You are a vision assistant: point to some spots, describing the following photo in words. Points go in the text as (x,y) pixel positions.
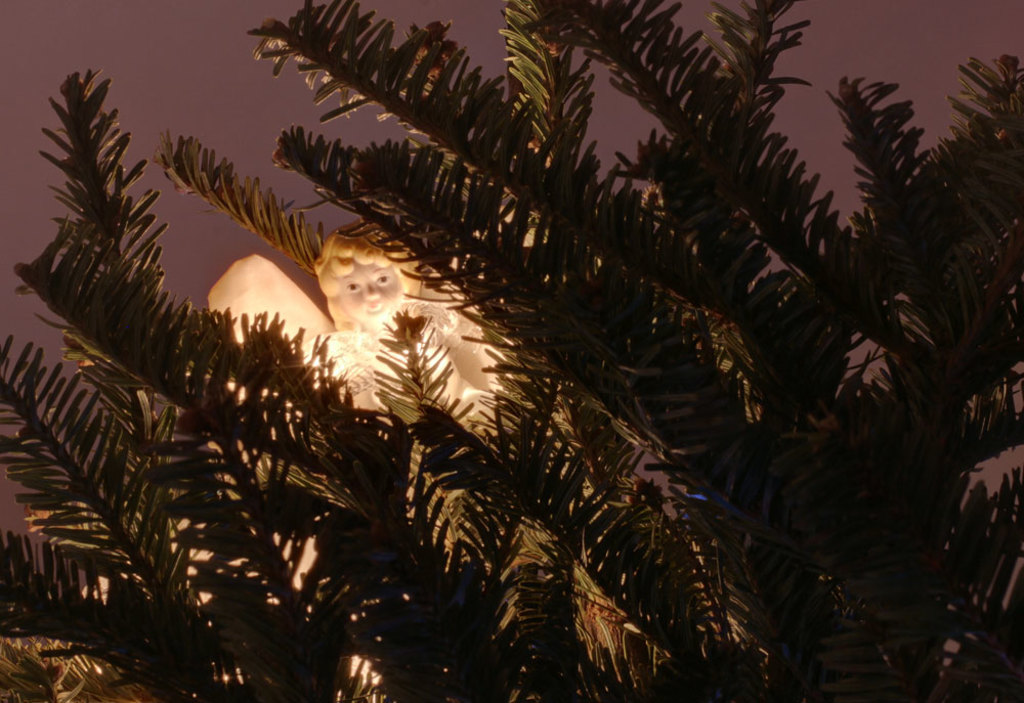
The plants (753,619) are highlighted in this picture. In between this plants (411,177) there is a statue (353,280) in white color.
